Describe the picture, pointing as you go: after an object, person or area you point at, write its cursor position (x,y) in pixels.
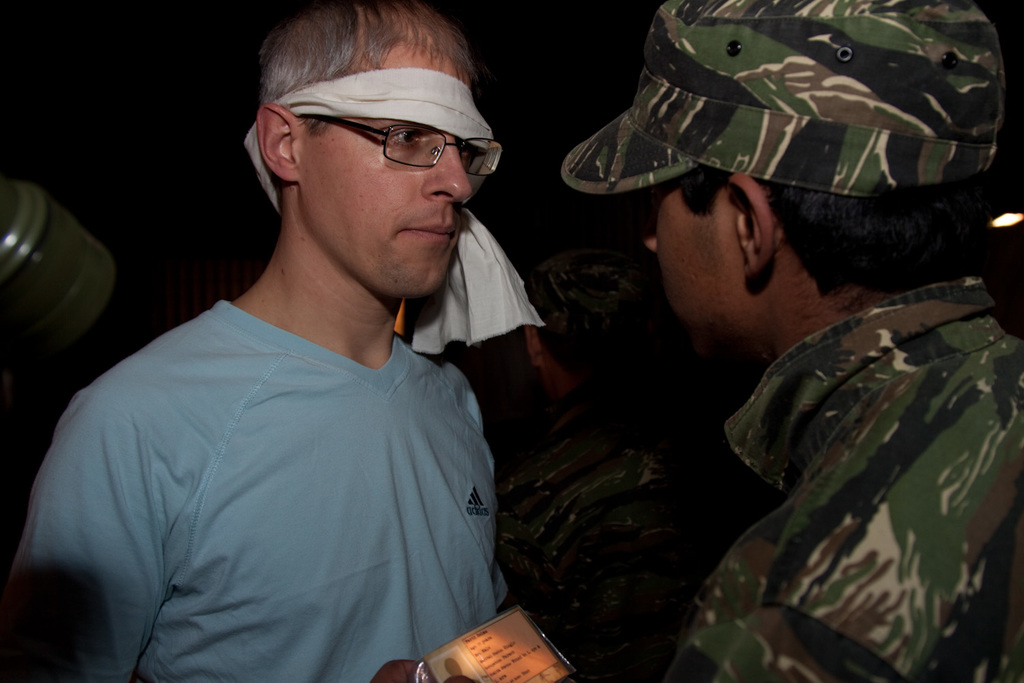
On the right side (888,294), we see the man (746,356) in the uniform (845,448) is standing. In front of him, we see a man (361,383) in the blue T-shirt (345,422) is standing. He is wearing the spectacles (491,149) and he tied the white cloth (437,106) around his head (455,214). Behind him, we see a man (543,363) in the uniform (599,474) is standing. On the left side (24,227), we see a green color object (59,229). In the background (221,165), it is black in color. This picture is clicked in the dark.
